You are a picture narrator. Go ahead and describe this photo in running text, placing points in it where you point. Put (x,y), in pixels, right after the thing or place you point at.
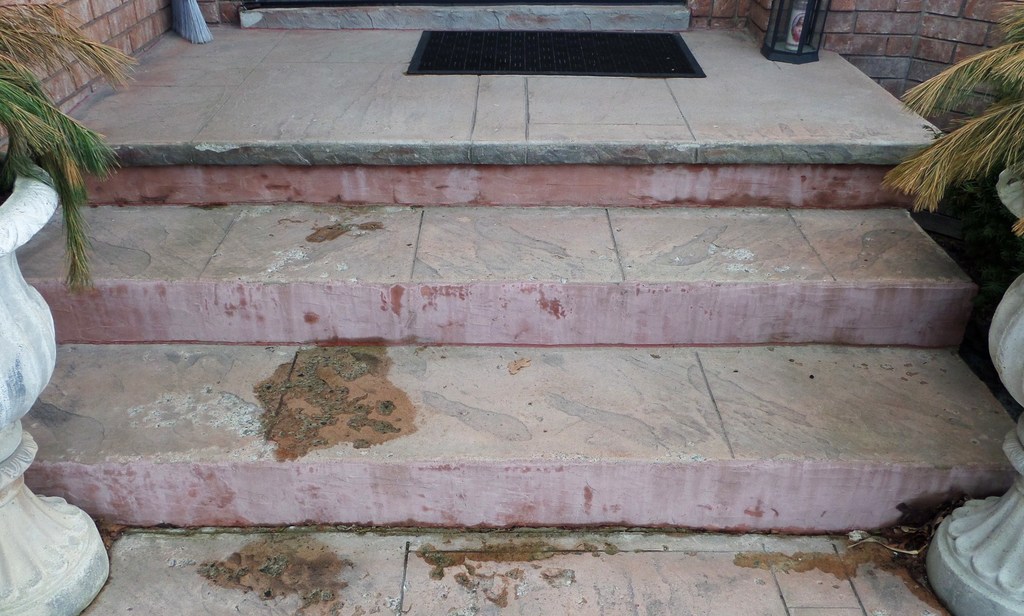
This image is taken outdoors. At the bottom of the image (411,589) there is a floor (427,571). In the middle of the image (423,294) there are a few stairs (382,165) and there is a mat (500,63) on the floor (490,99). In the background (901,38) there is a wall (917,37). On the left (10,471) and right sides of the image there are two pots (15,214) with plants (990,132).
